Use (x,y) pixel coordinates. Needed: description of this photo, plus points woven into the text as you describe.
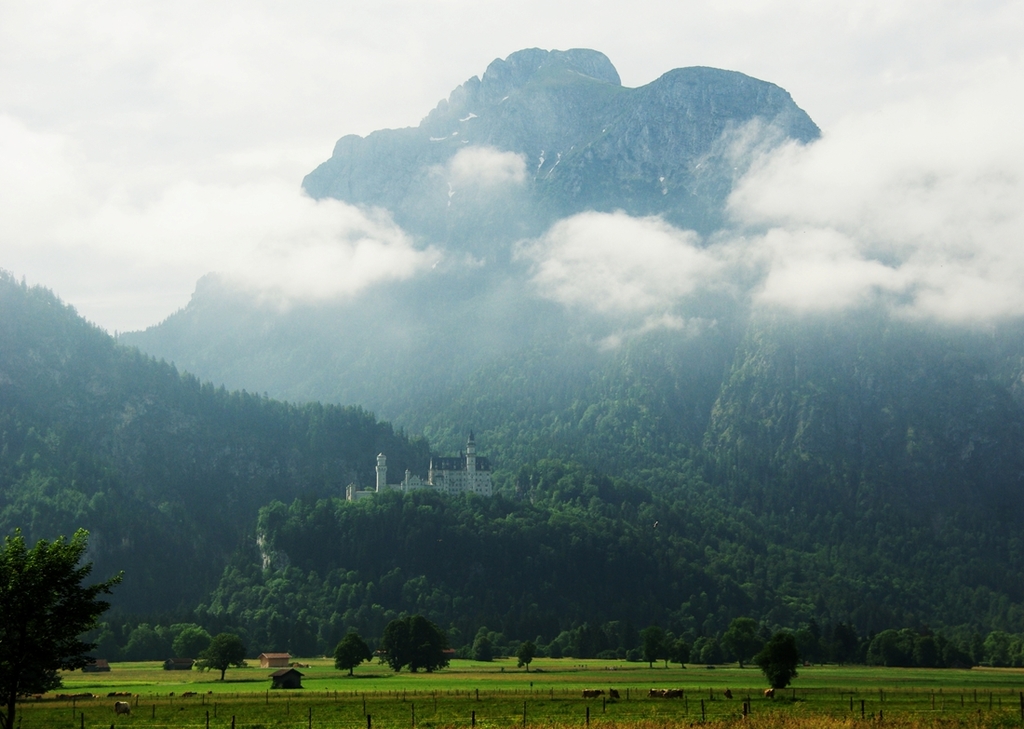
As we can see in the image there is grass (291,665), trees (578,574), building (381,484) and hills (419,354). At the top (463,70) there is sky (113,105) and clouds (926,172).
